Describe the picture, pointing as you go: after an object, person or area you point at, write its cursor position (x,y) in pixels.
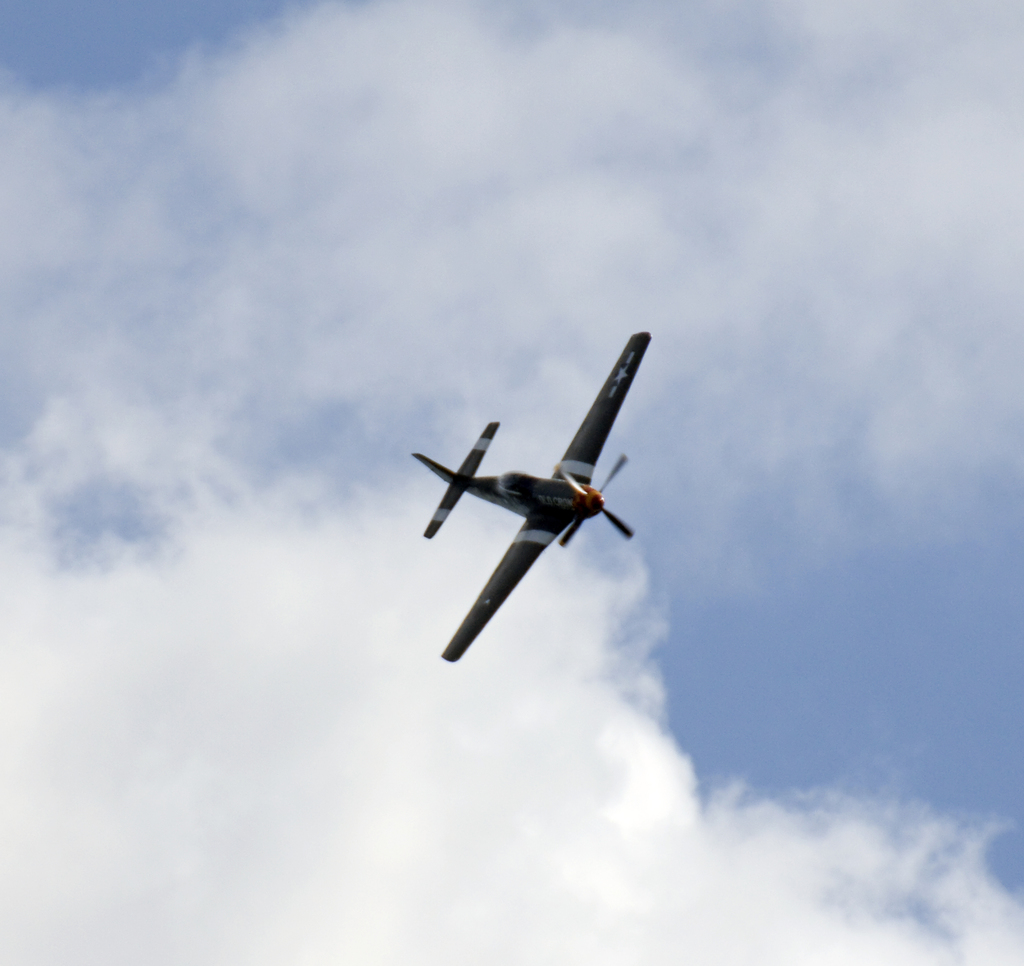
In the image I can see an airplane (581,462) which is flying in the air (477,747) and also I can see the cloudy sky (440,551).
